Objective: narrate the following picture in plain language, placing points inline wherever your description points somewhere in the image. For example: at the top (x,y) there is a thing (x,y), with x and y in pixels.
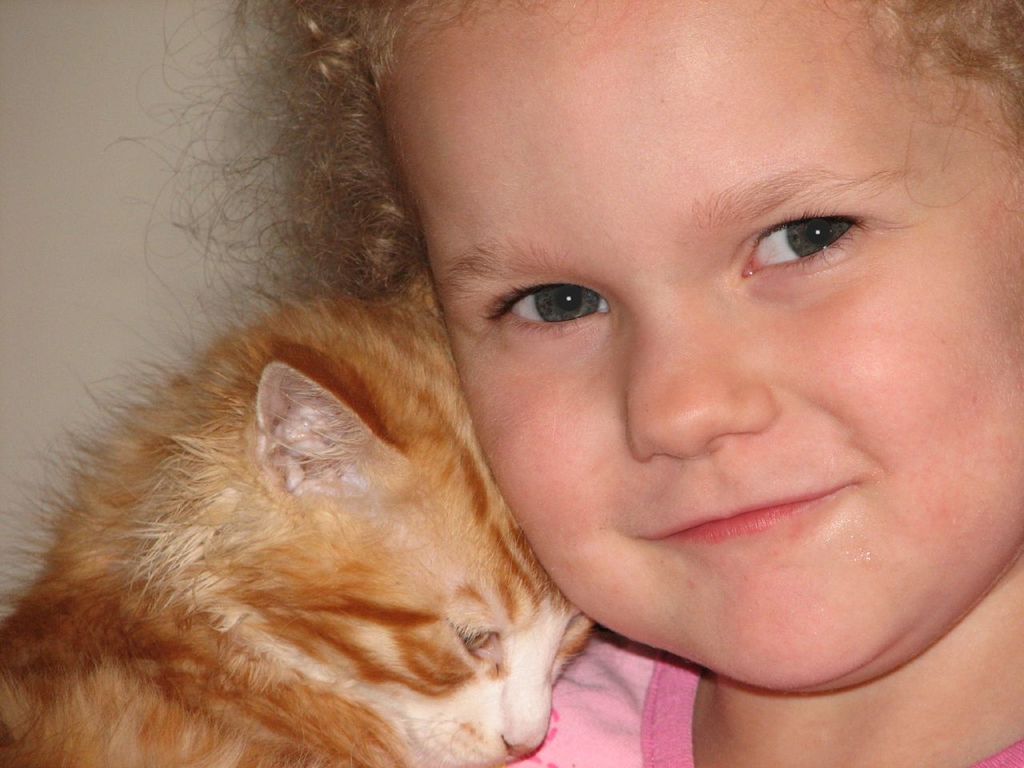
In this image there is a girl (720,373) towards the right of the image (732,379), there is a cat (243,551) towards the bottom of the image (248,581), there is a wall (79,115) towards the left of the image (108,211).
